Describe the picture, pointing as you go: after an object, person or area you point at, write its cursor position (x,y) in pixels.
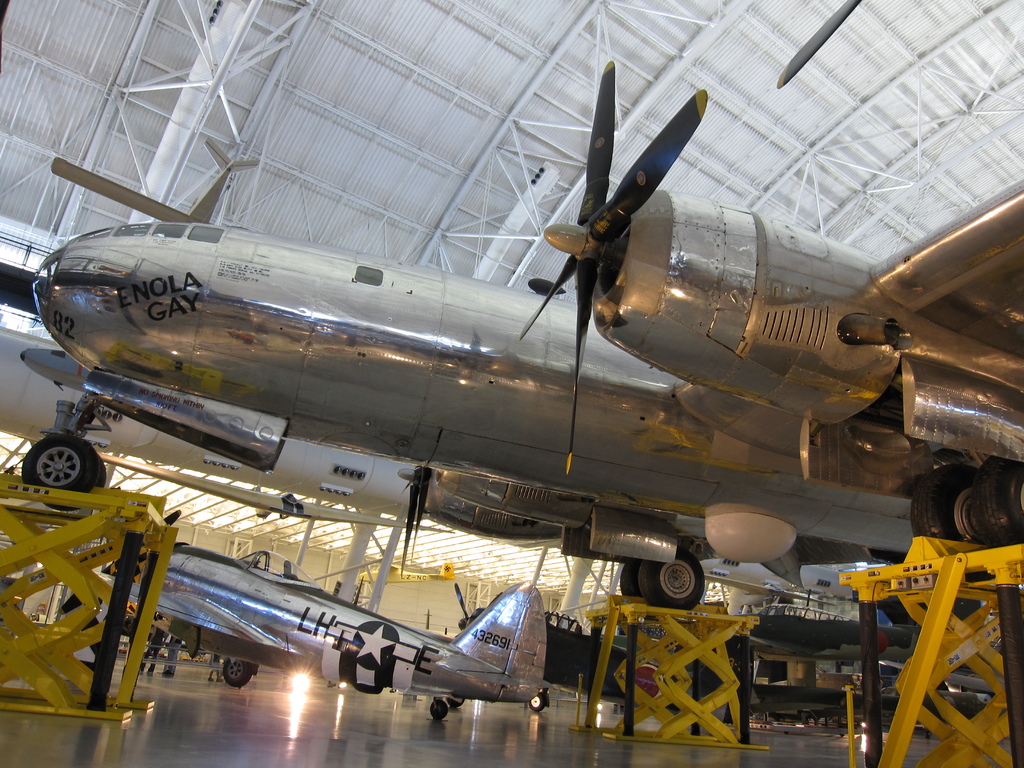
In this image I can see few aeroplanes (253,561) on the floor (277,737) and there are some metal rods (953,723) in yellow color.
